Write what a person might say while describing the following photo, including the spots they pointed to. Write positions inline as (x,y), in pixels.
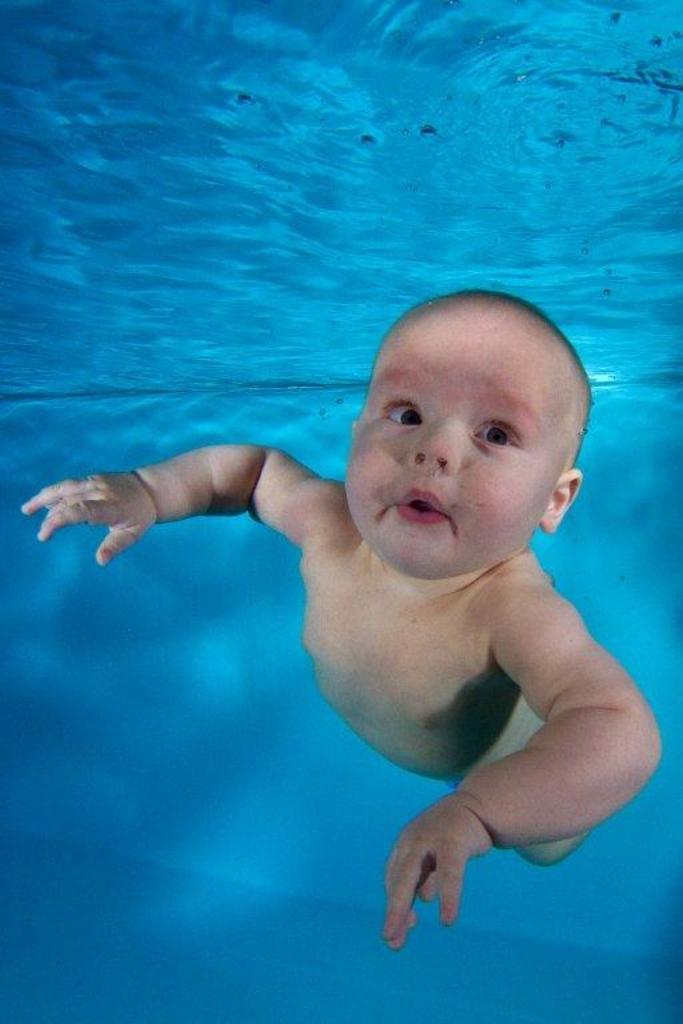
In this picture I can see the inside view of water (327,288) and I see a baby (304,529) in front (571,489).
